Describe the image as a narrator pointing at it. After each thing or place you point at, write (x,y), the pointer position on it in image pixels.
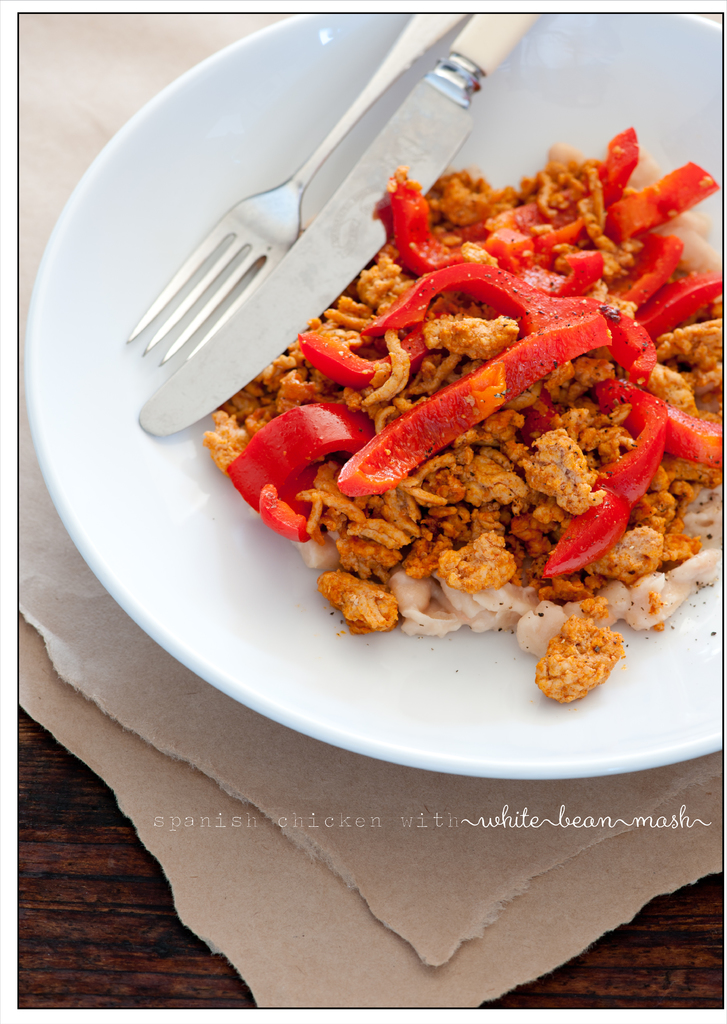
In this picture we can see plate (515,58), food (304,354), fork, knife (354,205) and objects (475,912) on the wooden platform (691,907).
